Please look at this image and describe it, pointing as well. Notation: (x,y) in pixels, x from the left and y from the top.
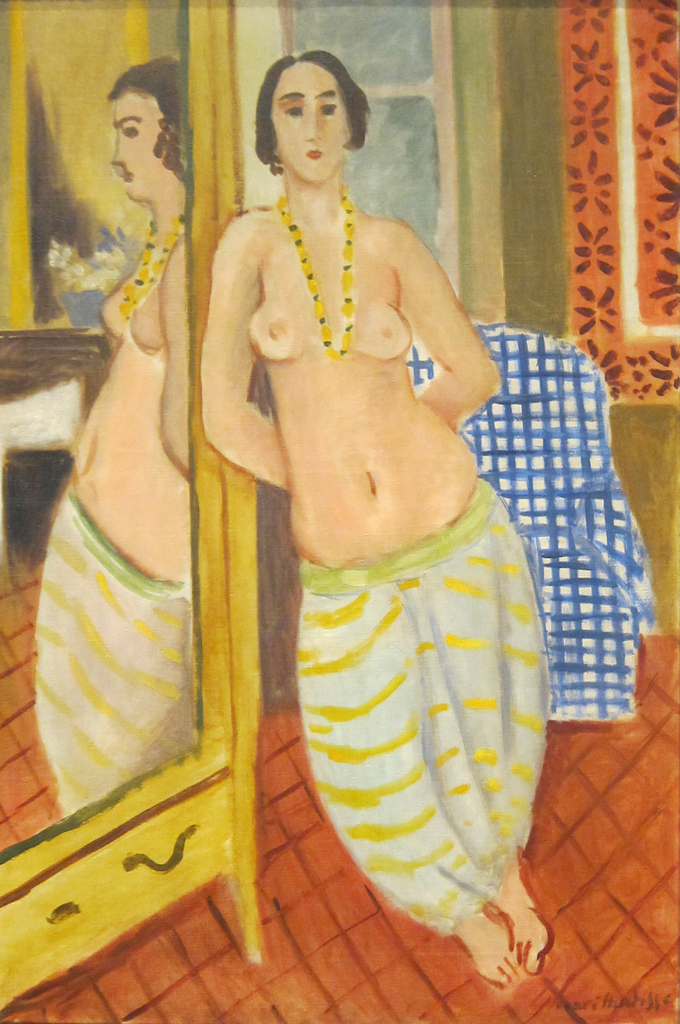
In this picture there is a painting poster (272,157) of a woman (494,567) standing and giving the pose in the camera. Beside we can see the mirror (141,693) and in the background (414,132) there is a glass window (424,132) and blue color chair (562,535).
